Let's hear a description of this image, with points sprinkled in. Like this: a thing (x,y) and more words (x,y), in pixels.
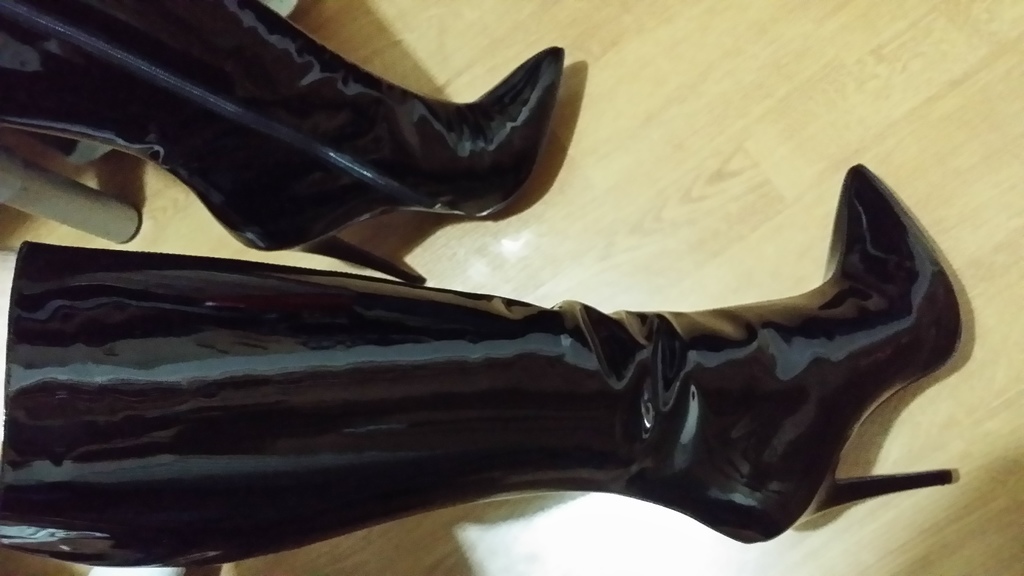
In this image we can see knee high boots (280,275). At the bottom of the image (591,539) there is a wooden flooring (888,538).
